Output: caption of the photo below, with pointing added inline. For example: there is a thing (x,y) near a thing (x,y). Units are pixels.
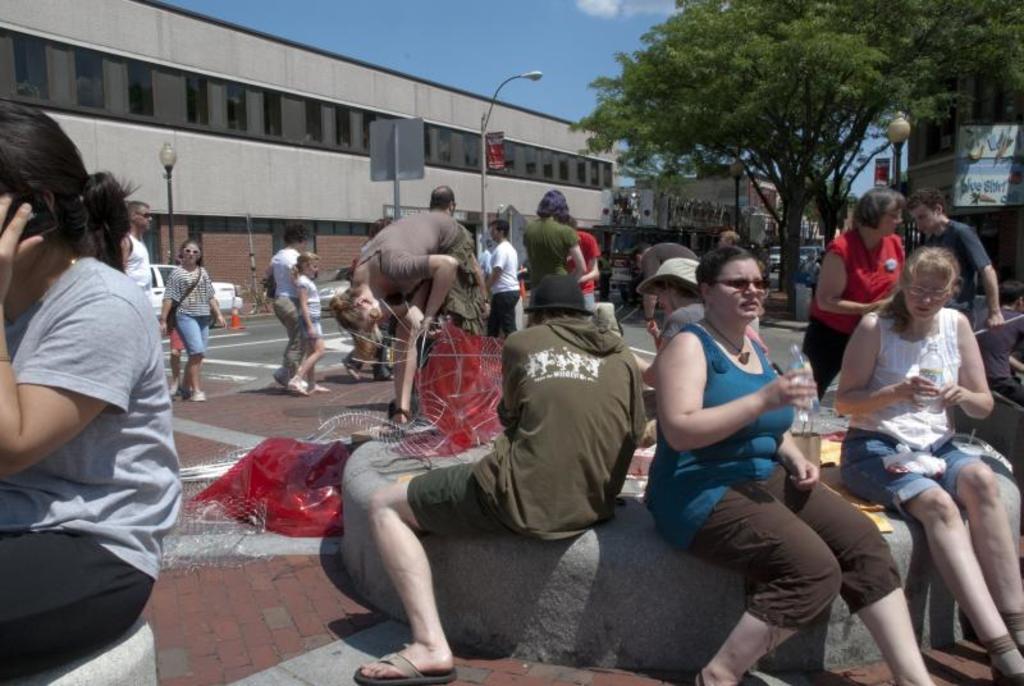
In this image I can see a group of people (718,372) on the road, among them some people (429,497) are sitting, some people (846,257) are standing, some people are walking and a person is bending to hold something. On the left hand side of the image (263,225) towards the center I can see a building (136,183). I can see some poles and sign boards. I can see trees (791,260) and other buildings (699,197) on the right hand side of the image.
